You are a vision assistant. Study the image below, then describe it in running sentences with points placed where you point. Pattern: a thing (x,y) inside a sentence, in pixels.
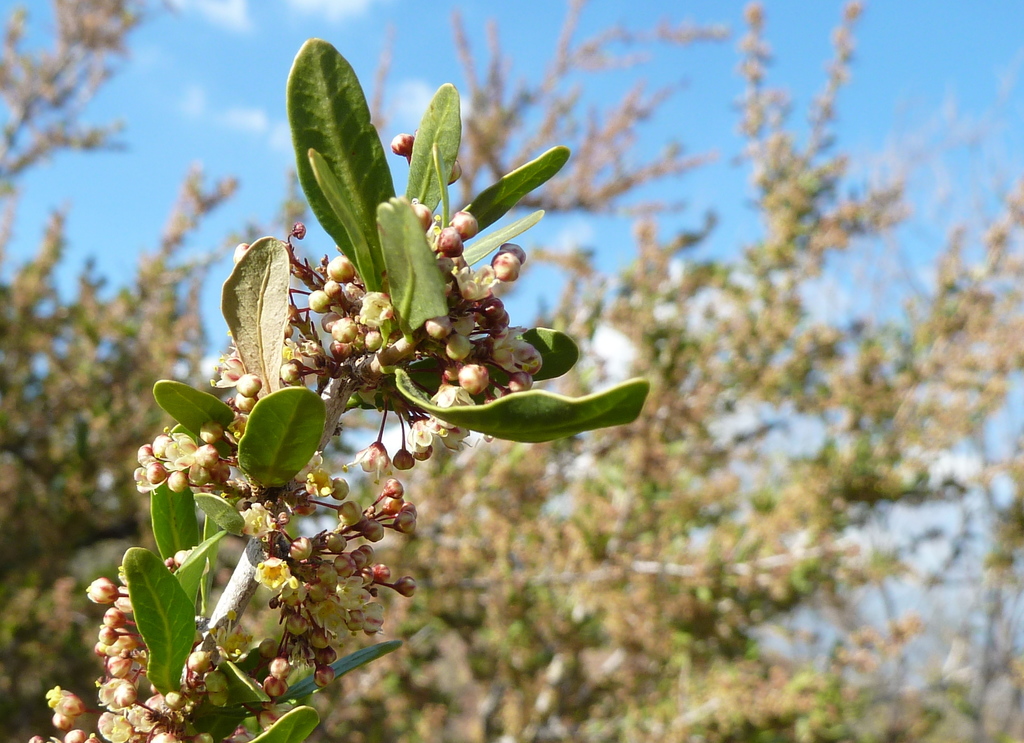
In this image, we can see stems (151,732), leaves (542,359), flowers (526,355) and flower buds (451,337). In the background (348,425), we can see the blur view, trees (63,483) and sky (463,6).
